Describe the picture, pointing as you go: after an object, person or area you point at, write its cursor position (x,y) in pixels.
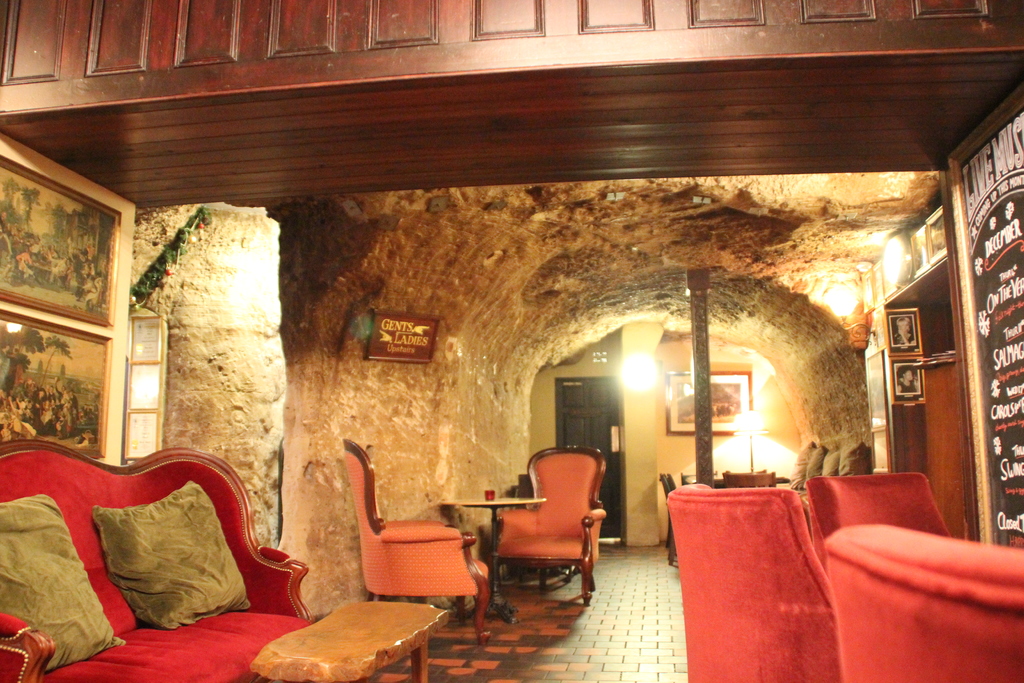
In this image I can see couple of chairs (390,569), a light (638,357), a pole (707,410) and other objects (823,473) on the floor (545,621).
